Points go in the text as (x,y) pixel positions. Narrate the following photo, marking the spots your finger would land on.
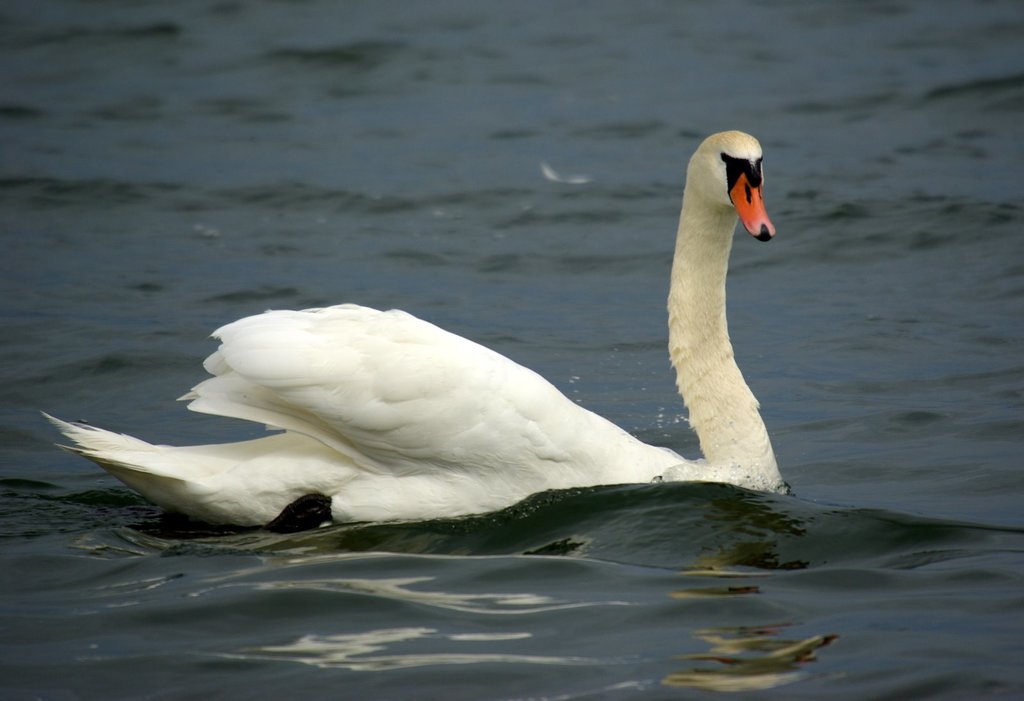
In this image we can see a swan (473,368) in the water body (477,539).
